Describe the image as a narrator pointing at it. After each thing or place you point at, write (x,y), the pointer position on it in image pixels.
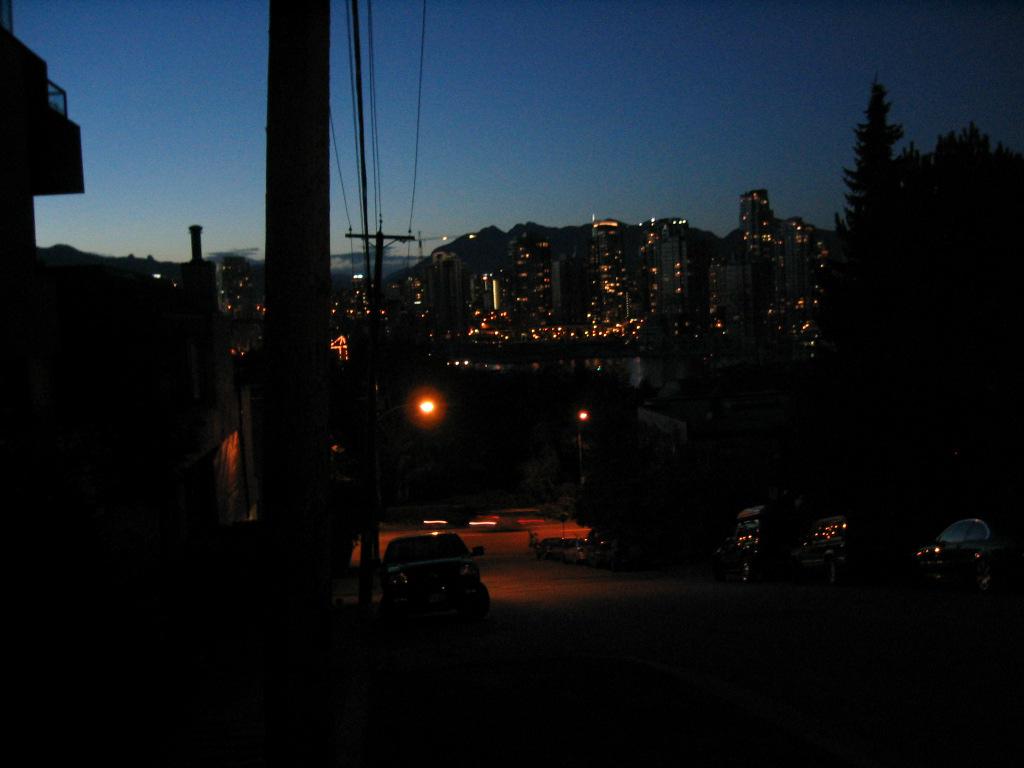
In this picture I can see vehicles (410,563) on the road (734,640), there are poles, lights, trees (1013,509), cables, buildings (800,314), and in the background (647,123) there is sky (739,132).
